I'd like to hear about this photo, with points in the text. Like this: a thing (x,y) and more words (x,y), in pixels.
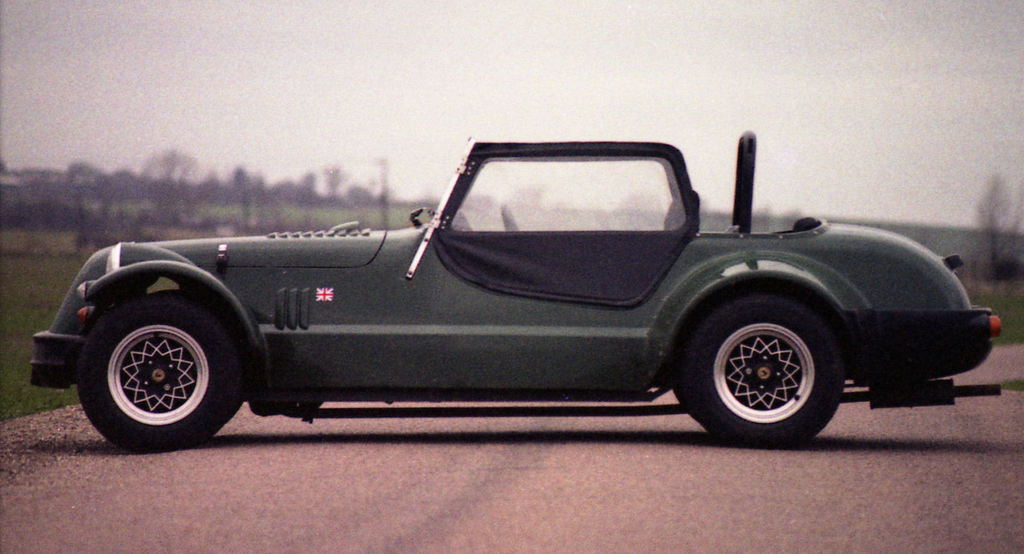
In this image there is a vehicle (457,304) parked on the ground (482,492). There is a sticker of a flag (330,293) on the vehicle (337,286). To the left (29,307) there's grass (36,285) on the ground (35,295). In the background (170,183) there are trees (994,219). At the top (496,73) there is the sky (407,86). At the bottom (344,496) there is the road (393,496).
